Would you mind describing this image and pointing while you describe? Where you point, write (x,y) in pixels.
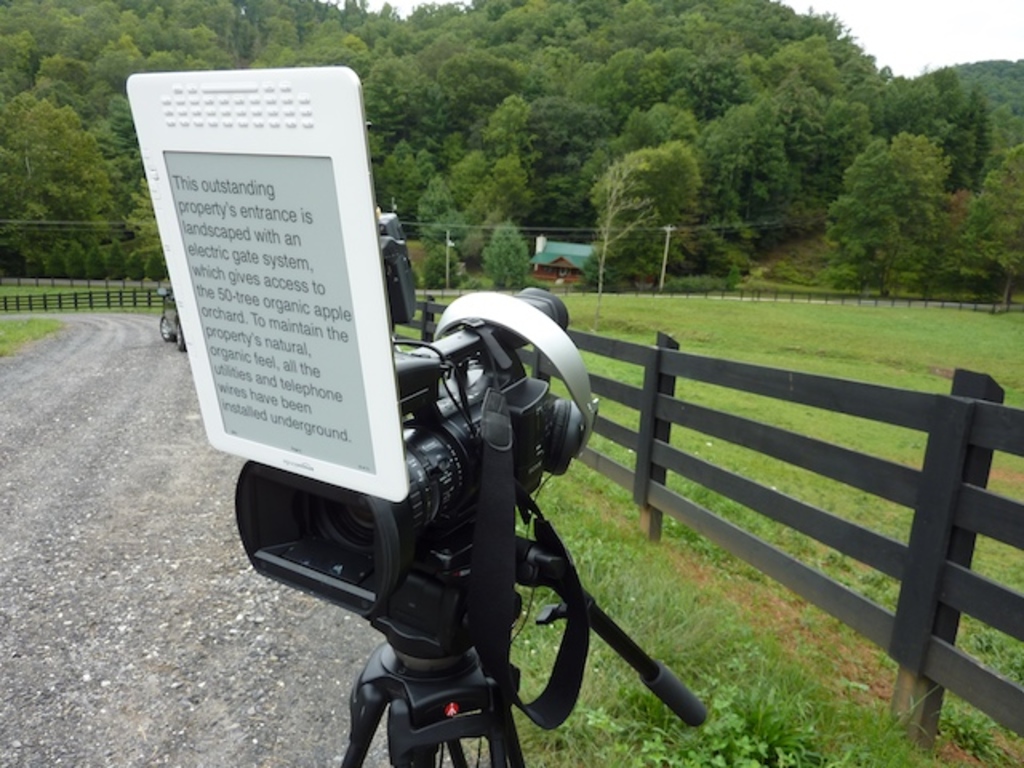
In this picture I can see video camera (453,549) on camera stand (434,620), trees (669,255), a fence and poles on which wires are attached. In the background (564,266) I can see a house (573,249). On the left side (45,410) I can see a road (80,520) and grass (48,288).
